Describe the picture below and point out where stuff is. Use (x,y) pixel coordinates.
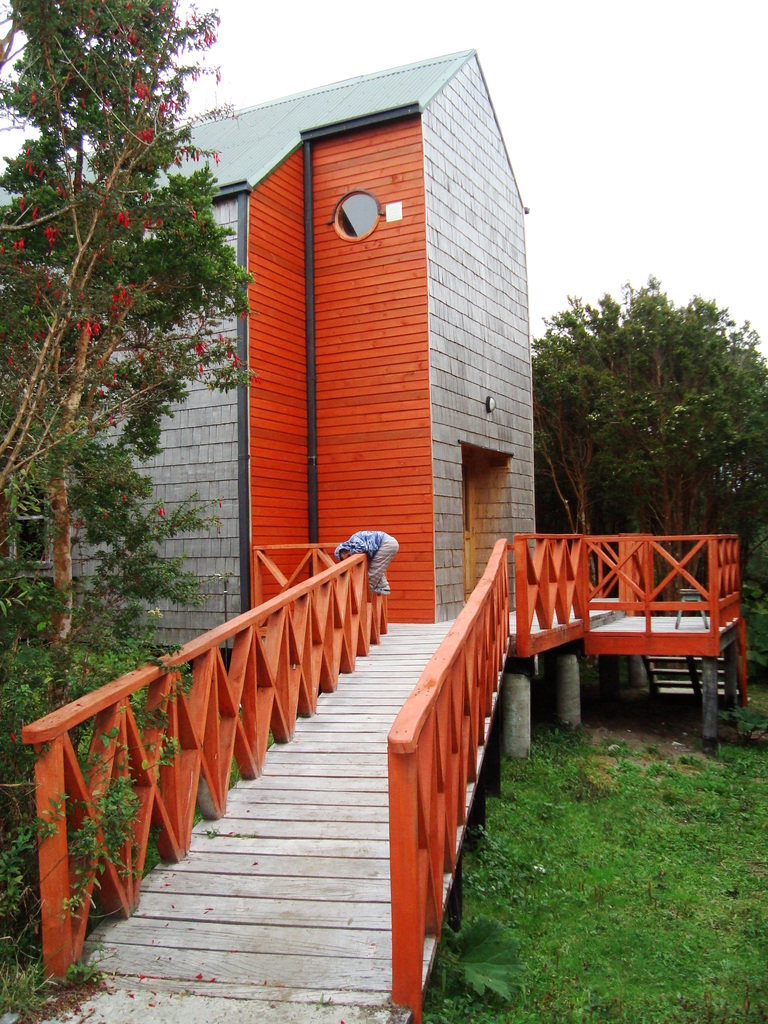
Here in this picture we can see a house (391,600) present and in the front (377,659) we can see a wooden path way (367,836) with side railings (311,711) and in the middle (392,552) we can see a person (373,538) also present and in the ground (661,746) we can see grass (659,773) and plants (97,670) and trees (112,392) present and we can see the sky (679,220) is cloudy.
